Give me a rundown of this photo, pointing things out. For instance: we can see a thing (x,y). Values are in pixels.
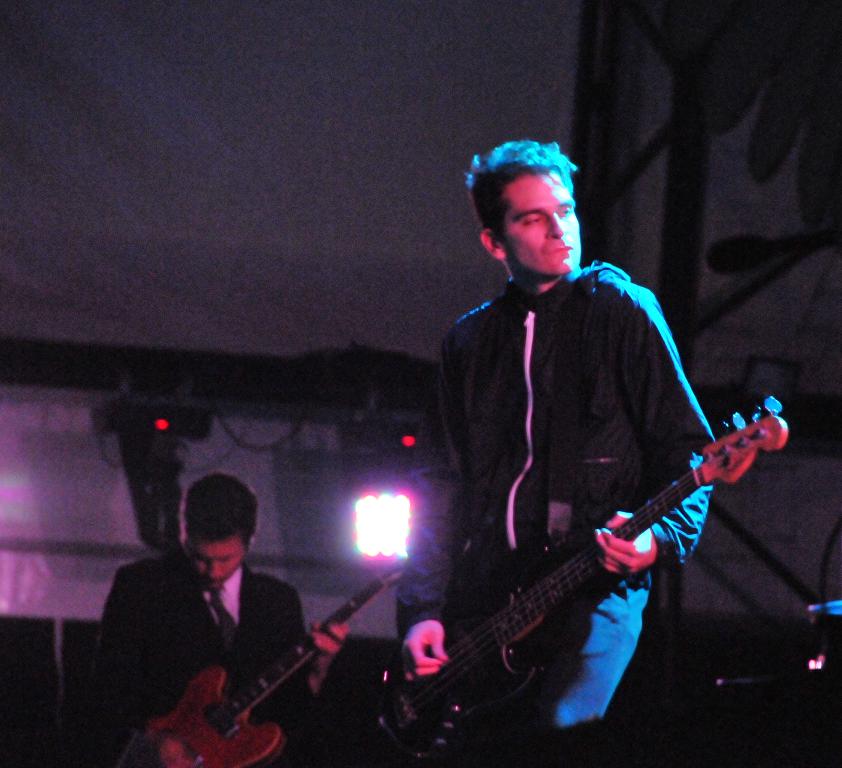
This image consists of a two persons (546,719) playing guitars (411,747). It looks like a concert. In the background (363,521), we can see a light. At the top (344,165), it looks like a tent (131,345).
